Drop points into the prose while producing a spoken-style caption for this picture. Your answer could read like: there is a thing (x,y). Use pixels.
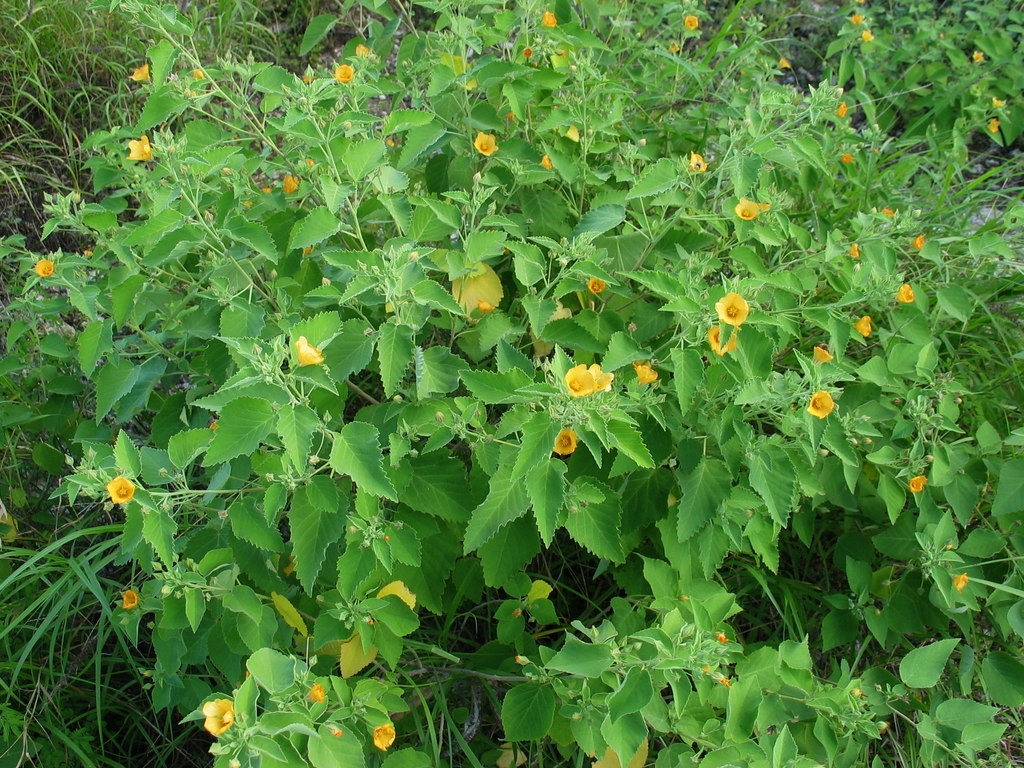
In this image, I can see the plants (675,613) with the leaves (621,618) and flowers (581,374). These flowers (573,385) are yellow in color. I think this is the grass (69,76).
